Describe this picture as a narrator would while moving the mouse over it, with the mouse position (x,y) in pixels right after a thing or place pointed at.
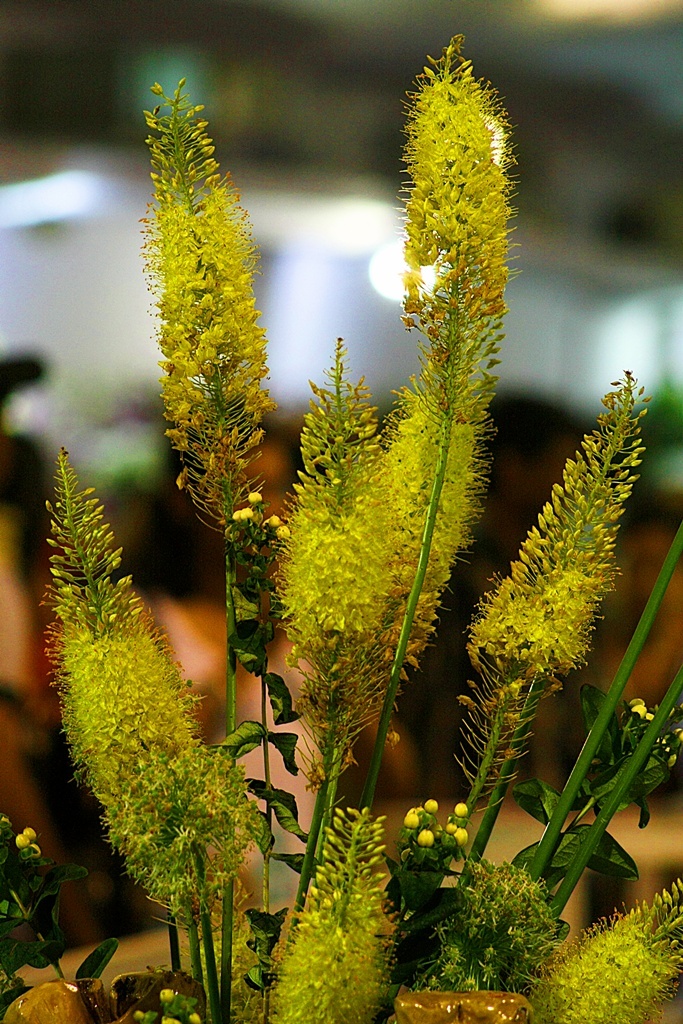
In this picture I can see a plant (517,649), and there is blur background (14,93).
